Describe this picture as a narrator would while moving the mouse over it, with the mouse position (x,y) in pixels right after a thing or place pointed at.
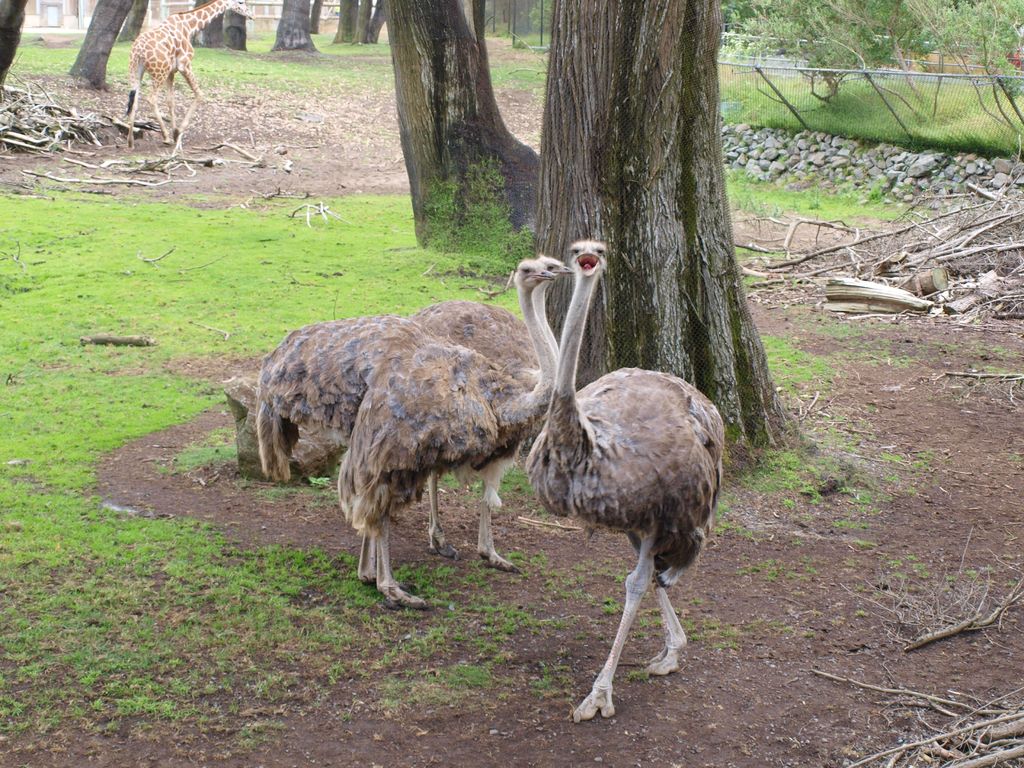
In the center of the image (484,441) we can see three ostriches (503,368). In the background (679,368), we can see trees (475,99), grass (140,253), stones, fences (742,116), one giraffe (185,52) and a few other objects (152,163).
